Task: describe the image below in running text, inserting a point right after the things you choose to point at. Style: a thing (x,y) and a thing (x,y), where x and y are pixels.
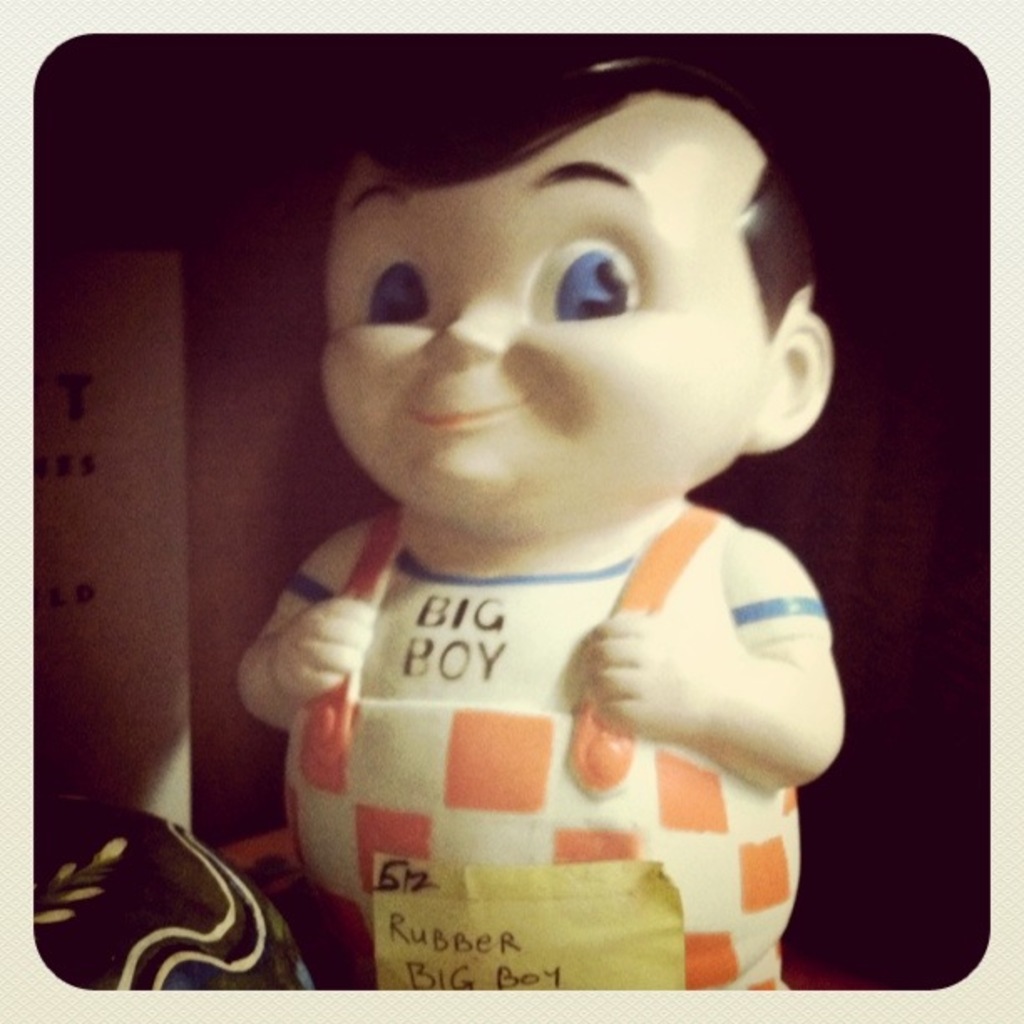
In this image, I can see the toy of a boy (563,681). This looks like a paper (504,916), which is attached to the toy (532,827). In the background (162,586), I think this is a cardboard box (175,584).
